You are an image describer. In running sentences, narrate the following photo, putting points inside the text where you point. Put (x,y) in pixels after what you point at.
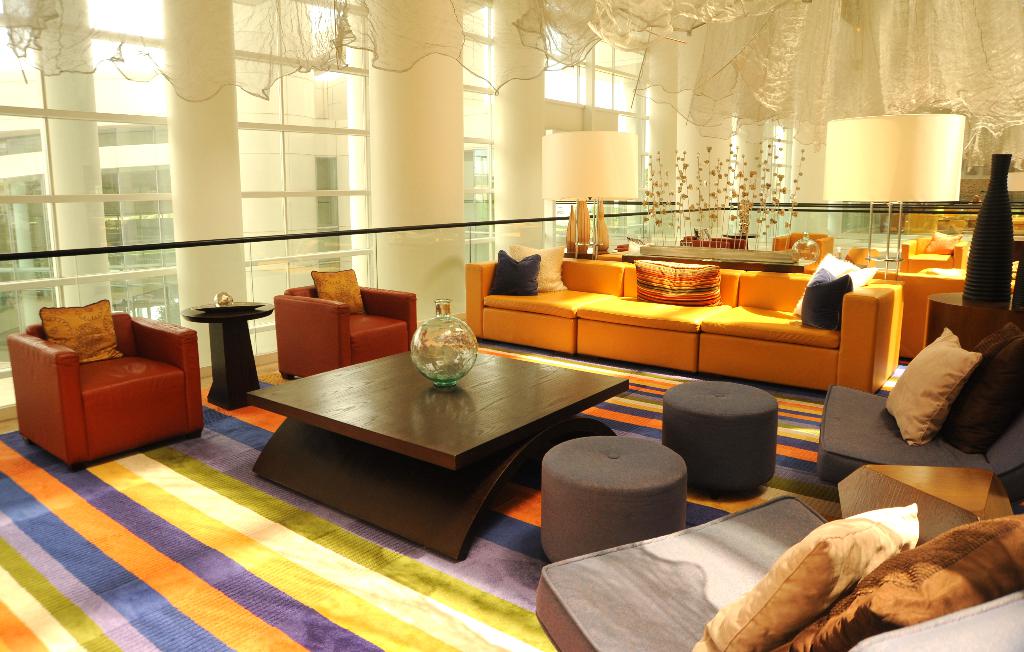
In this image there are sofas (620,291) and pillows (533,270). In the middle of the image (572,418) there is table (317,398). At the back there is a lamp (895,164) and at the back side (232,114) there are pillars (204,117). At the bottom (149,541) there is a mat (260,437).
